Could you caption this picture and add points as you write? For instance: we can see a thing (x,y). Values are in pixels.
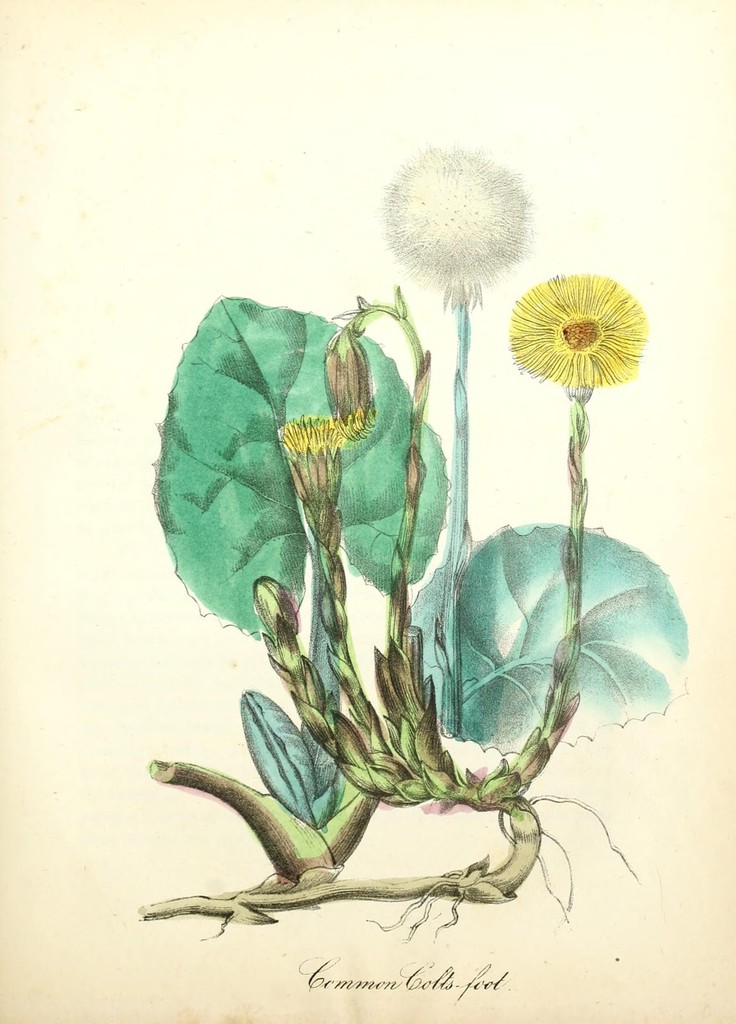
In this image I can see a painting (245,653) of a plant (416,641) along with the flowers (513,311) and leaves (264,543). At the bottom (362,985) there is some text (345,986). The background (376,125) is in white color.
